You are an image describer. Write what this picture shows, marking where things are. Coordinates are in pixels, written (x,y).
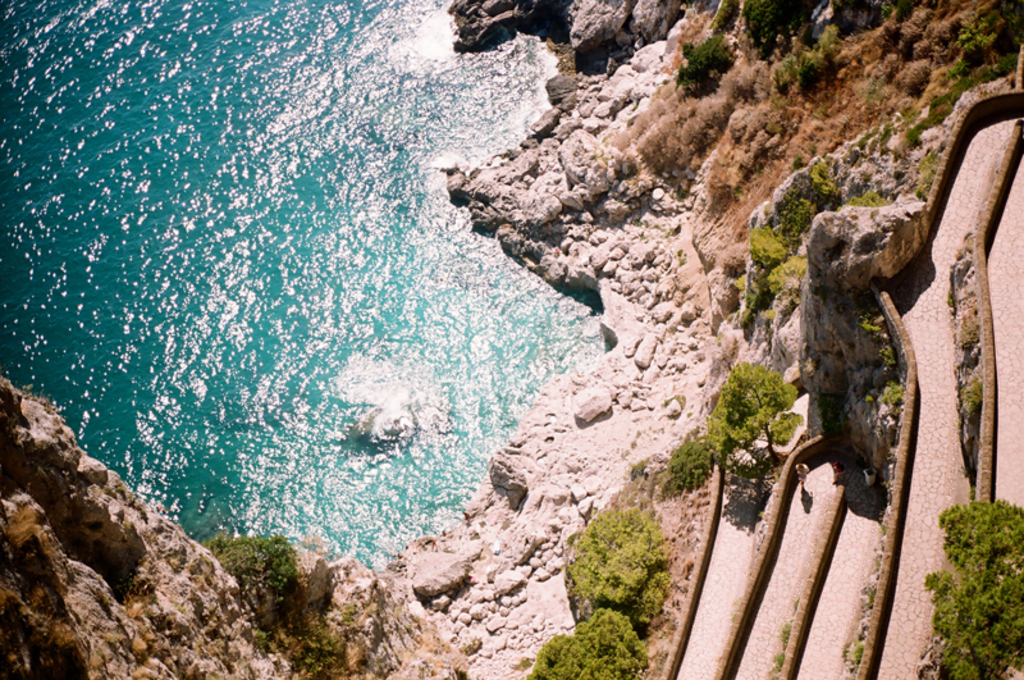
In this picture we are able to see sea (256,317) with blue water (334,219). the sea (354,192) is surrounded by stones (598,190) and trees (689,476). Here we can see persons (873,479) standing in front of the sea (382,339).
